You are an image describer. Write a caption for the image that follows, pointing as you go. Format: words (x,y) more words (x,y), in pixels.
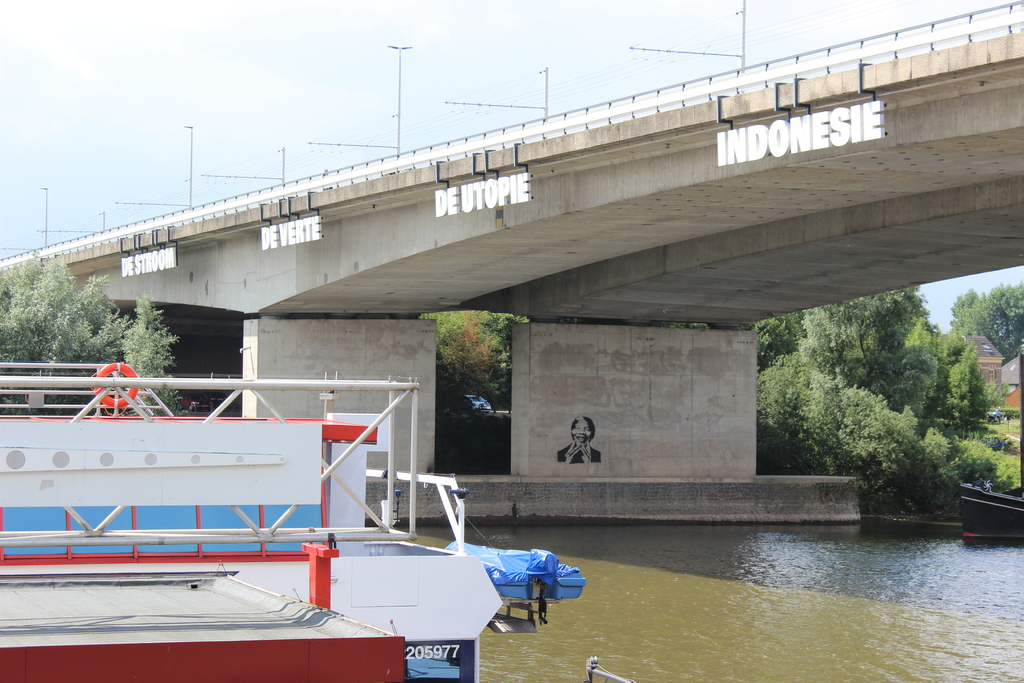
Here in this picture in the front (558,574) we can see boats (966,536) present in the water (678,580) and in the middle (357,358) we can see bridge (271,261) present on pillars (320,359) and we can also see some hoardings (312,236) hanging over the bridge (771,172) and we can see plants (838,404) and trees (874,455) present and we can see the sky (378,139) is cloudy and we can see light posts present on the bridge (718,198).
